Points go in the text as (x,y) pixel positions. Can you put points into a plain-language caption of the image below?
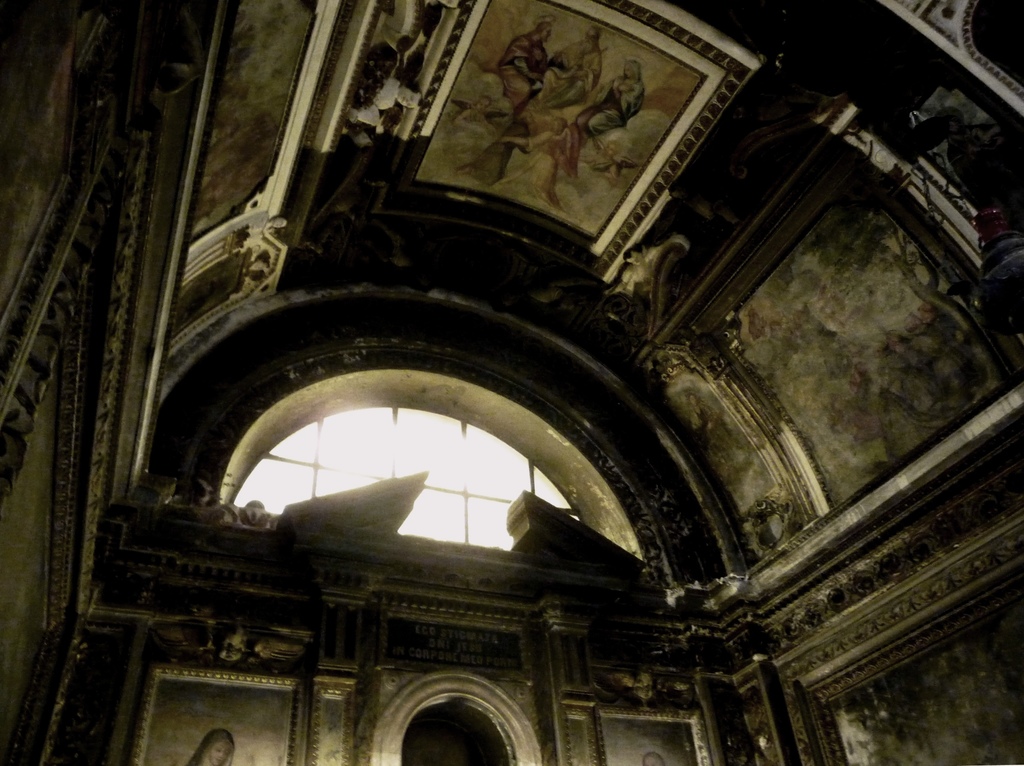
In this image we can see an inner view of a building (75,457) where the walls (761,714) and ceiling (368,105) are having different kind of pictures (33,215). Here we can see the glass ventilators (409,473).
